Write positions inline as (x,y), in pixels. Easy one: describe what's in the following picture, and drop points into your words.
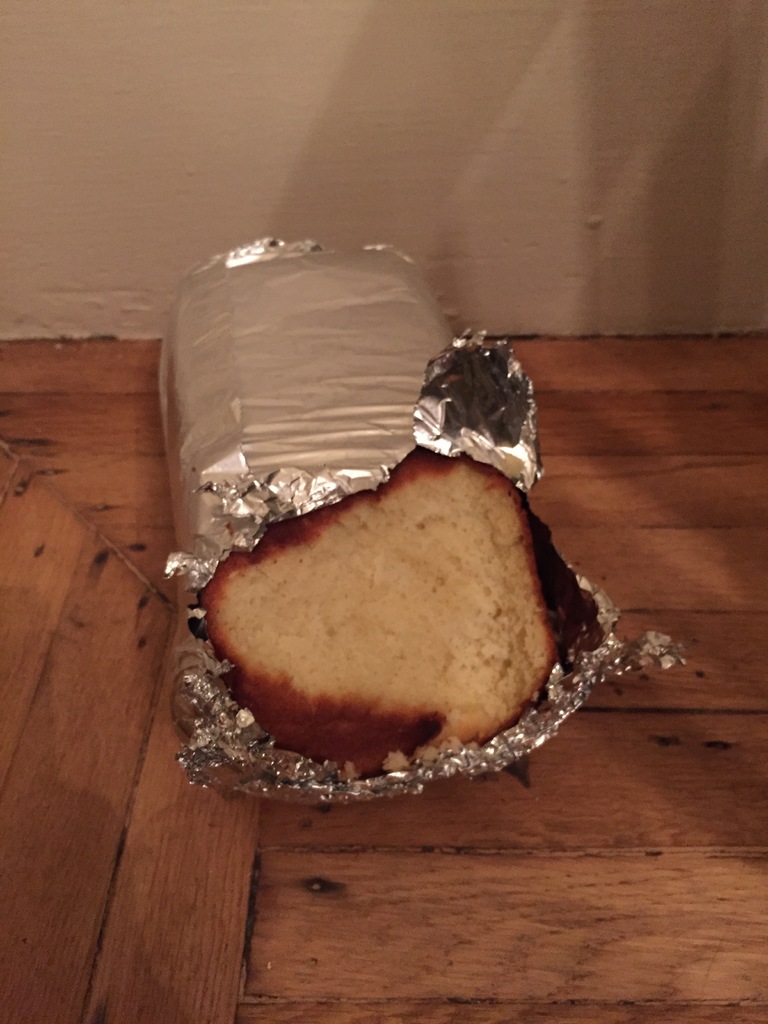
In this image we can see food item (296,660) on a wooden platform (536,804). In the background (516,246) there is a wall (704,185).
